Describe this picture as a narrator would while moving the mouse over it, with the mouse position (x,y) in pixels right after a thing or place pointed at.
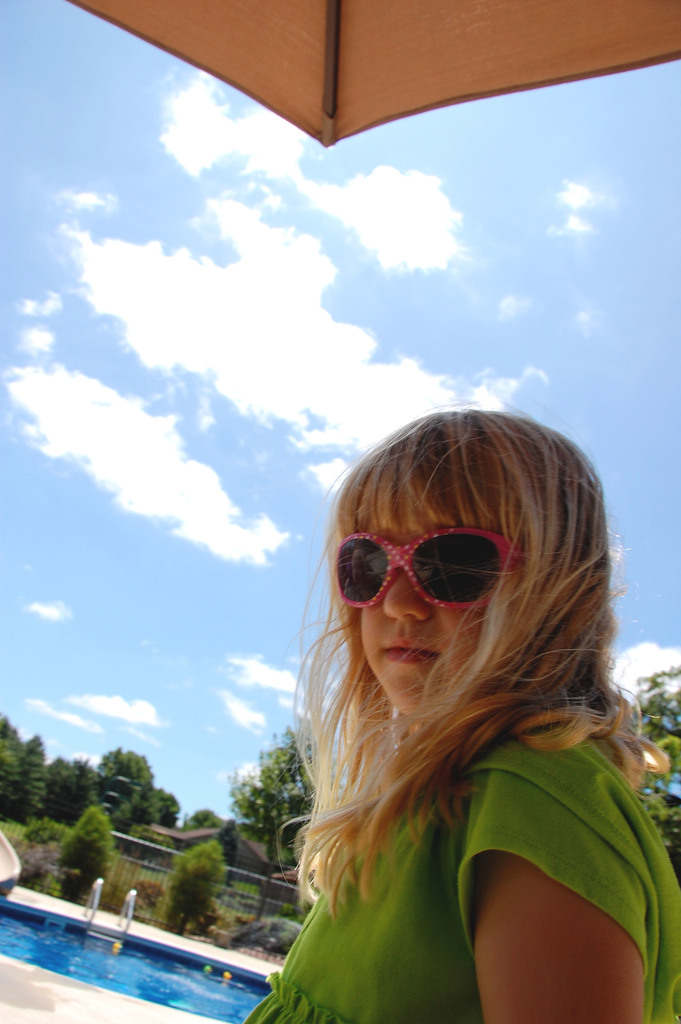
In this picture we can see a person (398,838) in the front (473,831), in the background (77,795) there are some trees (300,801), grass (249,891) and a swimming pool (159,988), there is fencing (261,894) in the middle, it looks like a house (268,866) in the background (204,837), there is the sky (236,180), clouds (245,262) and an umbrella (313,89) at the top of the picture (335,44).
